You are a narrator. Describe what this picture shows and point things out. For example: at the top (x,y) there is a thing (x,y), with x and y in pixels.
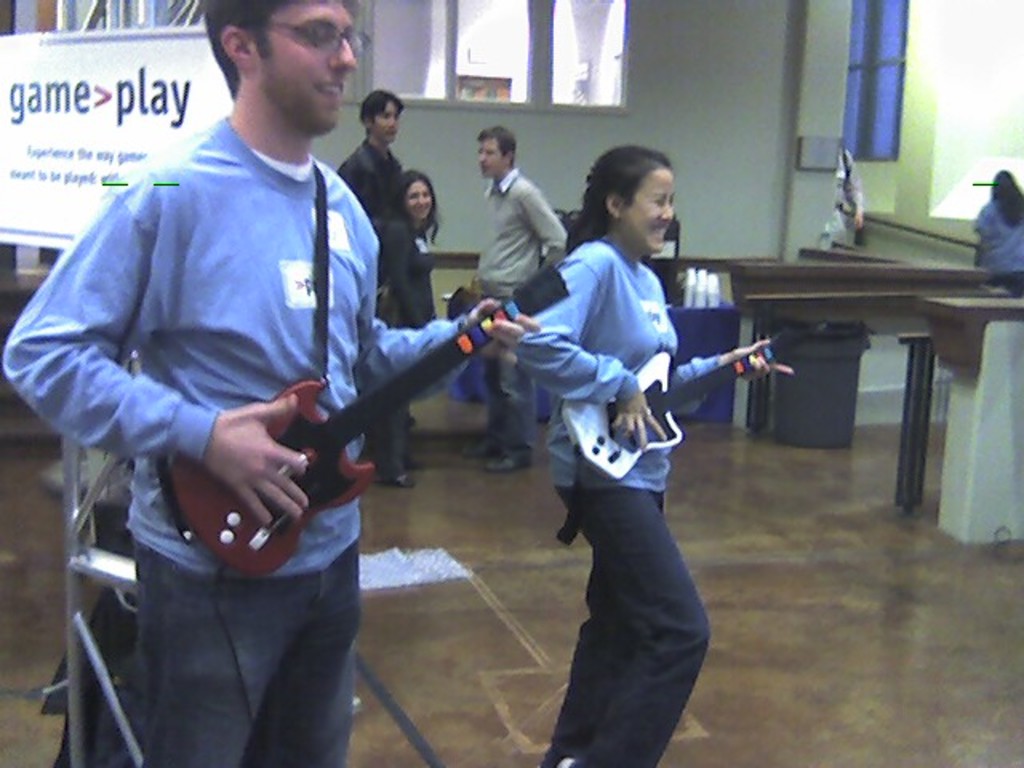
In the center of the image (395,348) we can see person (588,374) standing on the floor (424,459) holding a guitar (360,426). In the background (78,66) we can see persons (394,200), dustbin (831,344), table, board (132,125), wall (672,133) and window (485,83).
